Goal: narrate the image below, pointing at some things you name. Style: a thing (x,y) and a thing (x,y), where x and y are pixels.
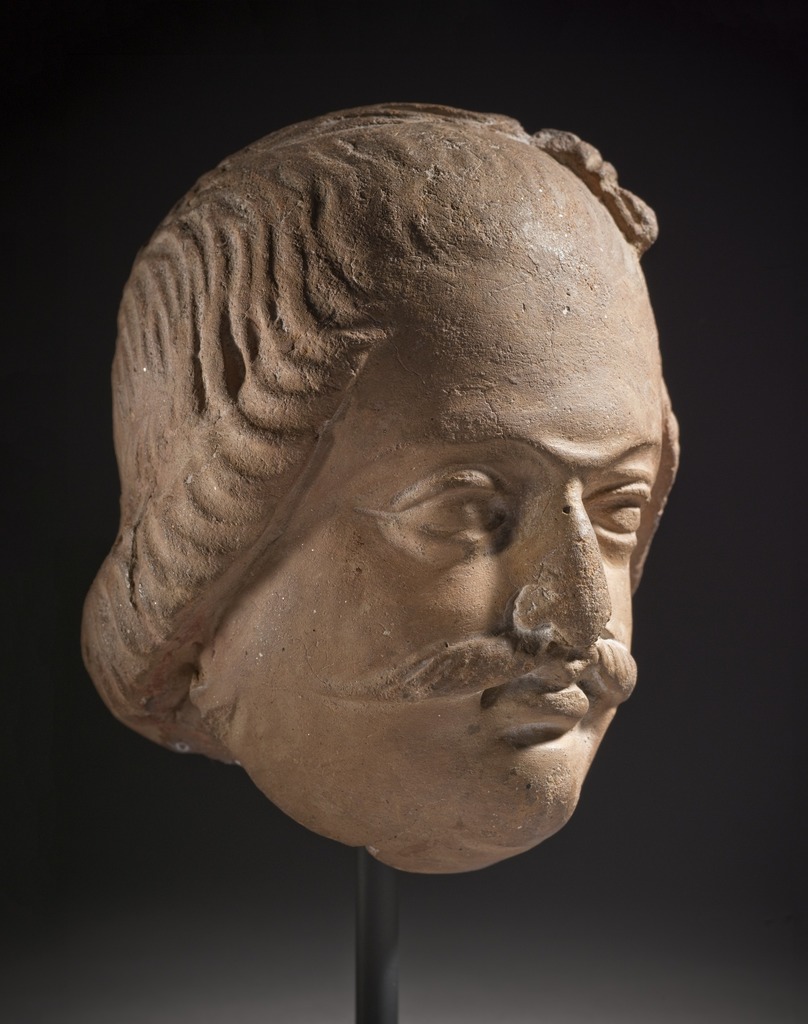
In this image we can see a sculpture (352,504) and we can also see a dark background (82,248).
